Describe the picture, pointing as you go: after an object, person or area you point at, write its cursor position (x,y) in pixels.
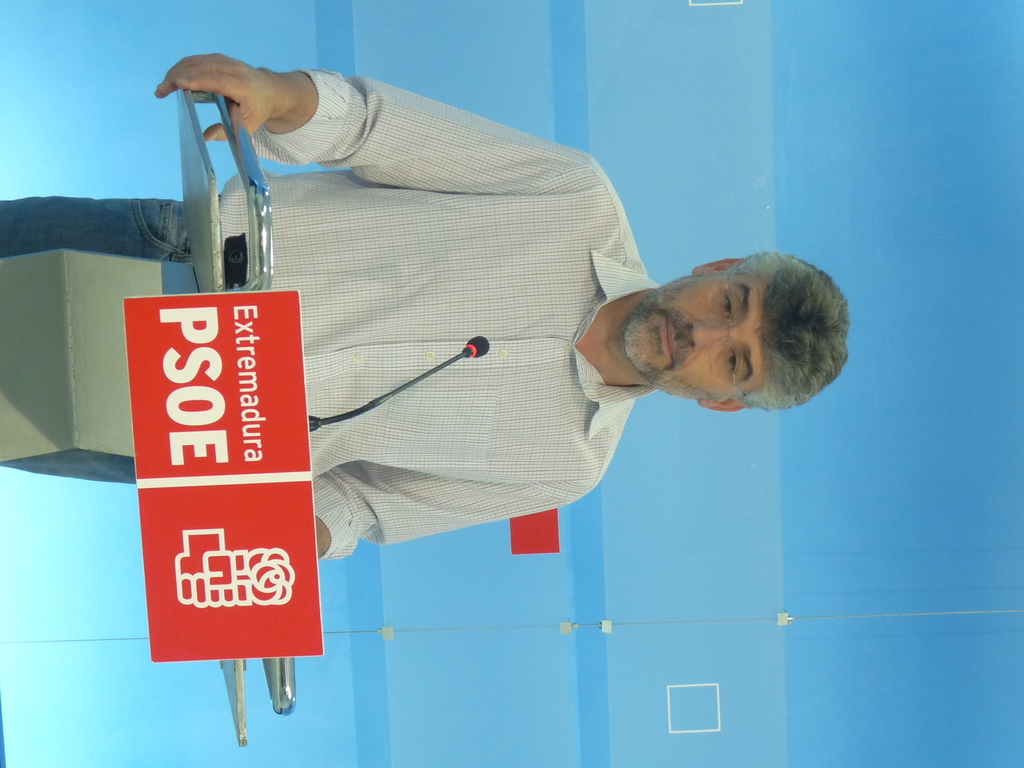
In this image I can see a person (459,368). I can see a podium (56,349) along with the mike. I can see the background (793,139) is blue in color.
